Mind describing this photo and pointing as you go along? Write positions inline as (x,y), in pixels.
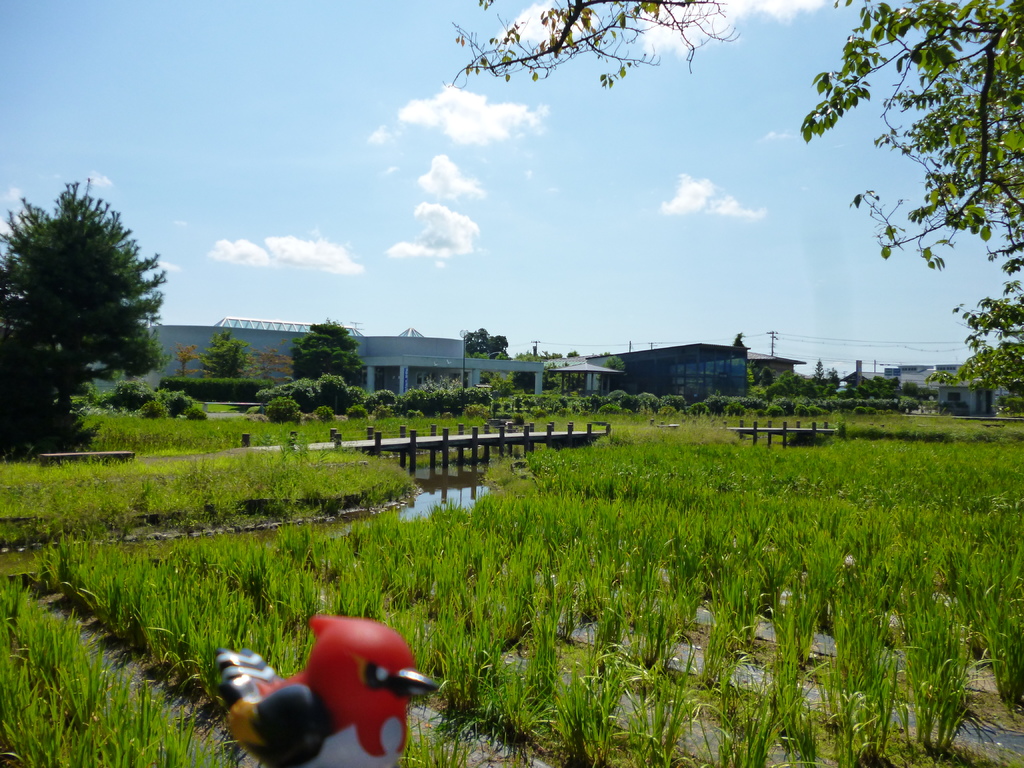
At the bottom (418,739), we see the grass (453,680) or the field crops (189,733). We see a toy bird (284,706) in red, black, white and yellow color. In the middle (425,503), we see a bridge (473,455) and water (419,471). This water (437,480) might be in the pond (423,513). There are trees (793,376), buildings (782,368), street lights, electric pole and wires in the background (779,383). At the top (588,217), we see the sky (574,209) and the clouds (429,210).
